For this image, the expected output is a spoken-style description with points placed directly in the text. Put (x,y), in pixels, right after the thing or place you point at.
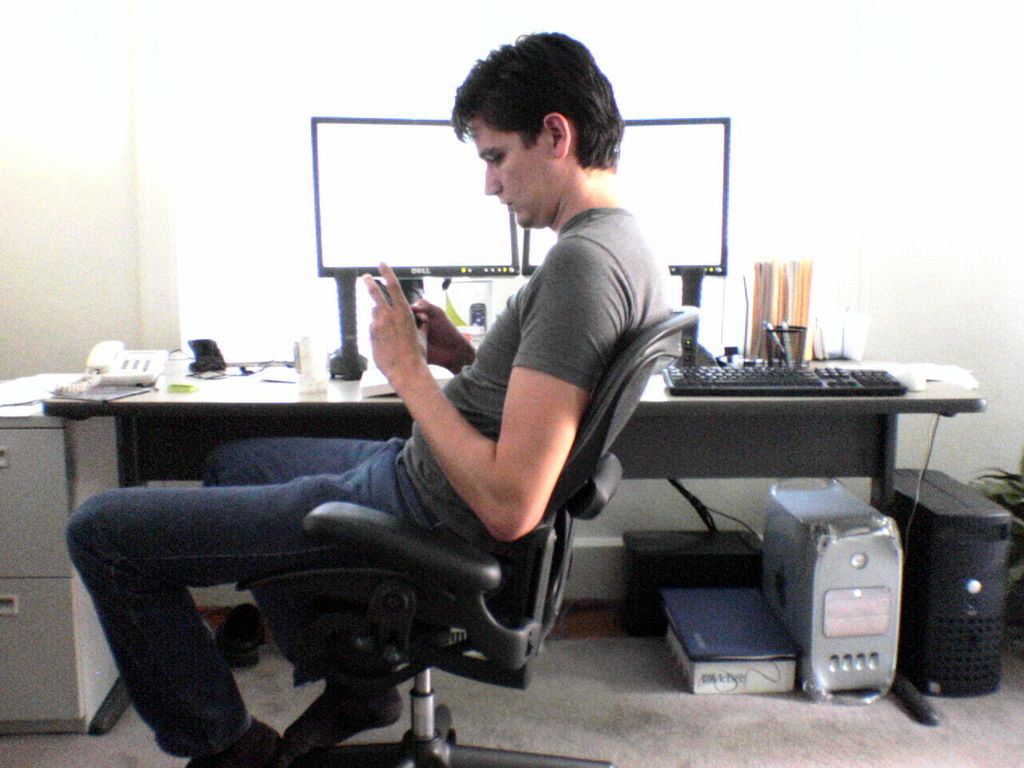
In the image we can see there is a man (427,465) who is sitting on a black chair (508,559) and beside him there is a table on which there are two monitors (353,358), a telephone (137,362), keyboard (768,380) and on the ground (673,664) there are two CPUs (932,610).
